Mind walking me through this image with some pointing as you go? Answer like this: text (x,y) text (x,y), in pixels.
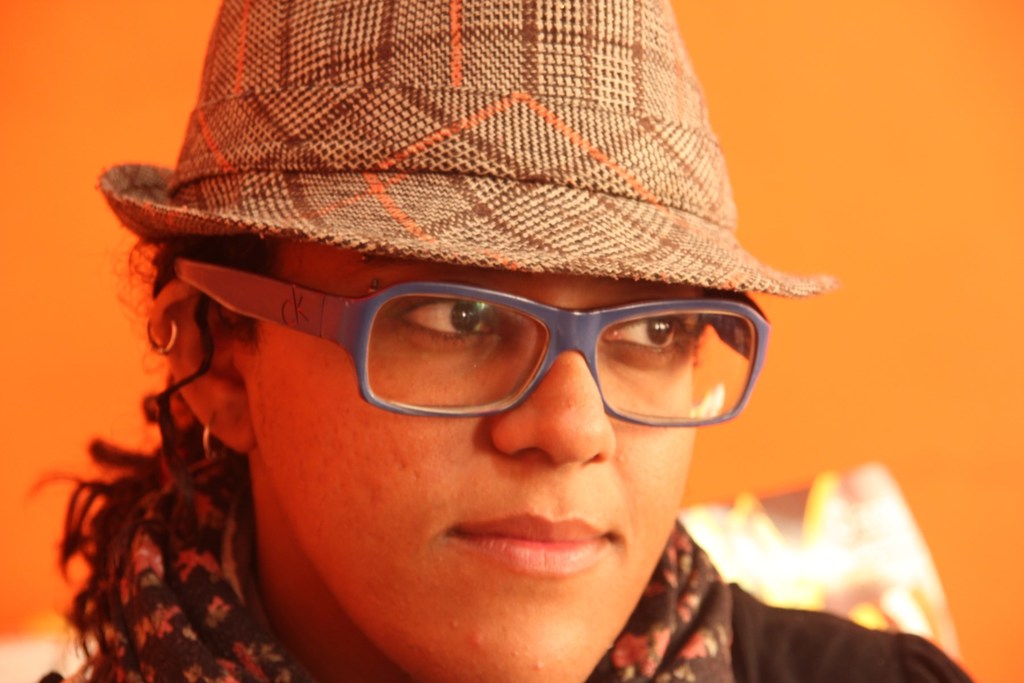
In this image I can see a person (514,422) wearing the spectacles (587,346) and a hat (476,153). I can see the background (910,239) is orange in color.
